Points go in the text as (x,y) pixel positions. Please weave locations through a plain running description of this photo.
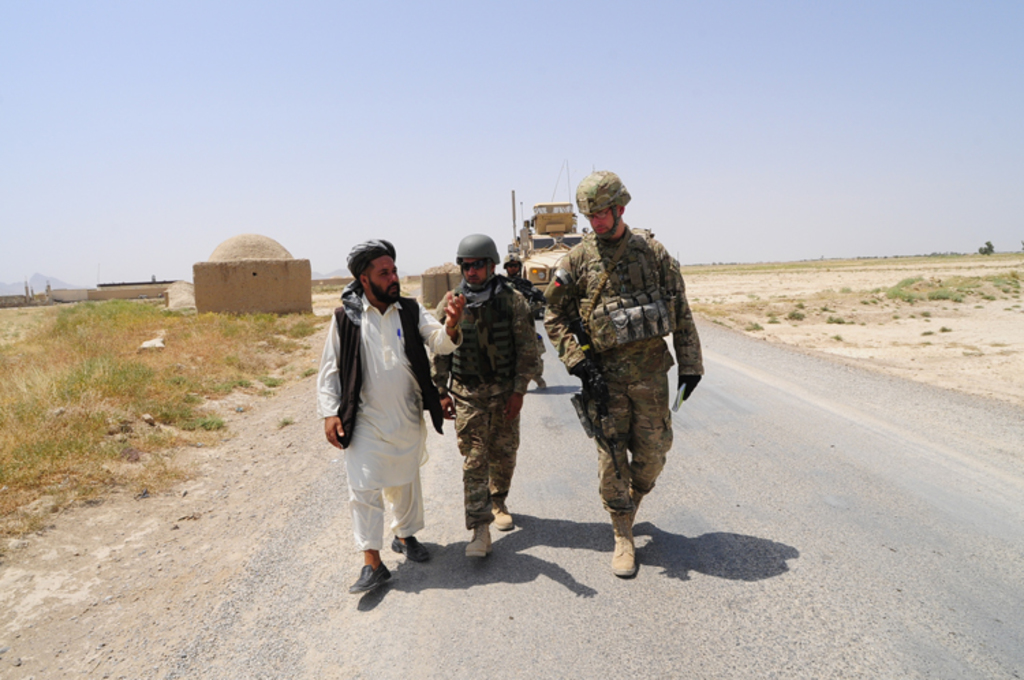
In this image we can see the people (556,286) and vehicle (557,230) on the road (572,411). And we can see a grass (837,319), house (223,309) and sky (413,172) in the background (488,87).
